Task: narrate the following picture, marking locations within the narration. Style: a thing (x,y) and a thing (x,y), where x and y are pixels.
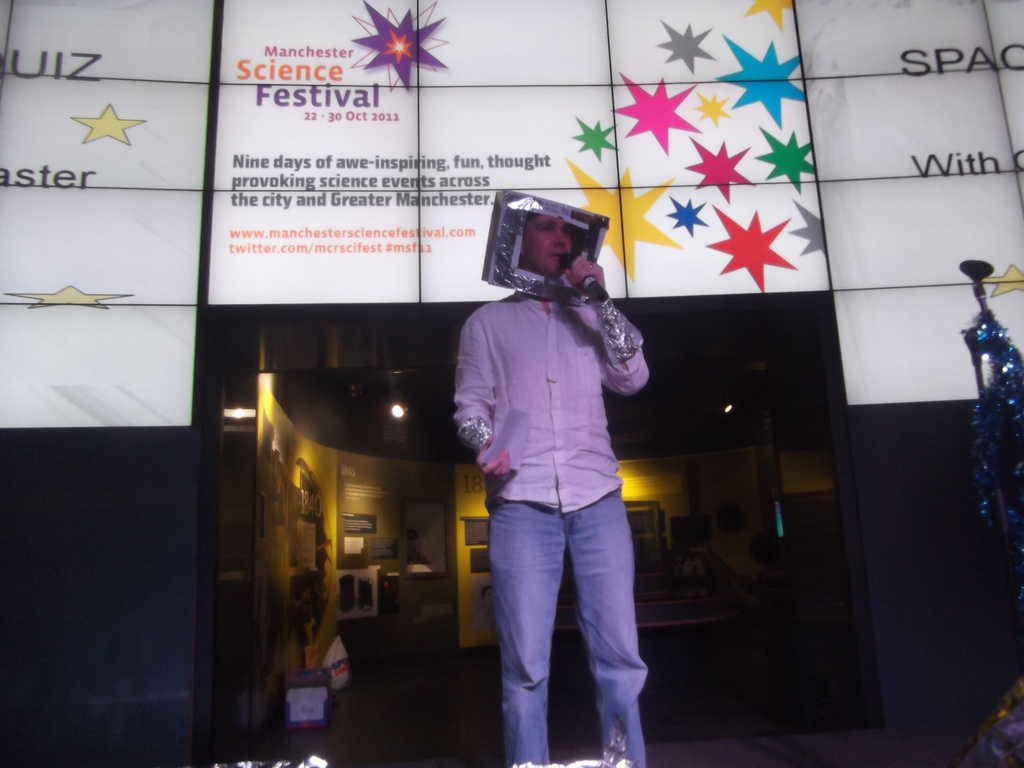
In the front of the image (589,643) a person (576,545) is standing and holding a mic (586,284) and an object (506,421). In the background of the image (920,121) there are boards (881,246), posters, lights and objects (345,610). Something is written on the boards (356,126). Posters (361,538) are on the wall (371,532).
